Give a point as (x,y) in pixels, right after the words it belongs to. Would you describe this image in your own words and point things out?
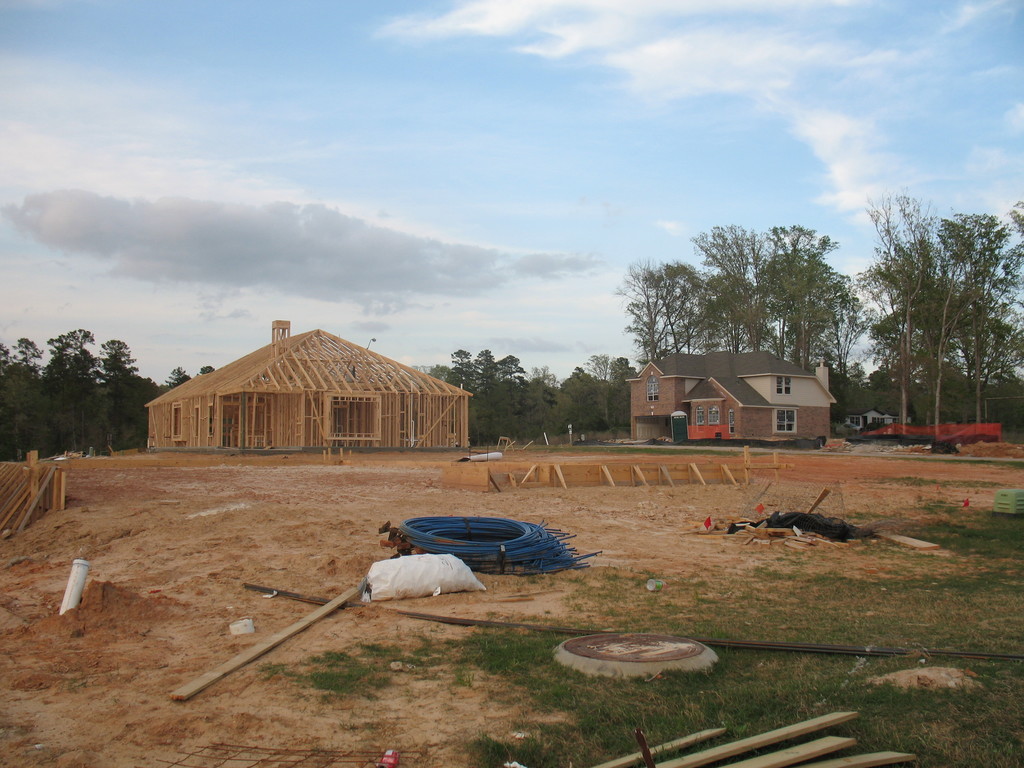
In this picture I can see there is a building (632,436) on the right side (792,420) and there is another house (248,383) it is in construction and the materials (28,481) are placed here on the soil (441,669) and in the backdrop (518,376) there are trees (466,380) and the sky (268,133) is cloudy.
